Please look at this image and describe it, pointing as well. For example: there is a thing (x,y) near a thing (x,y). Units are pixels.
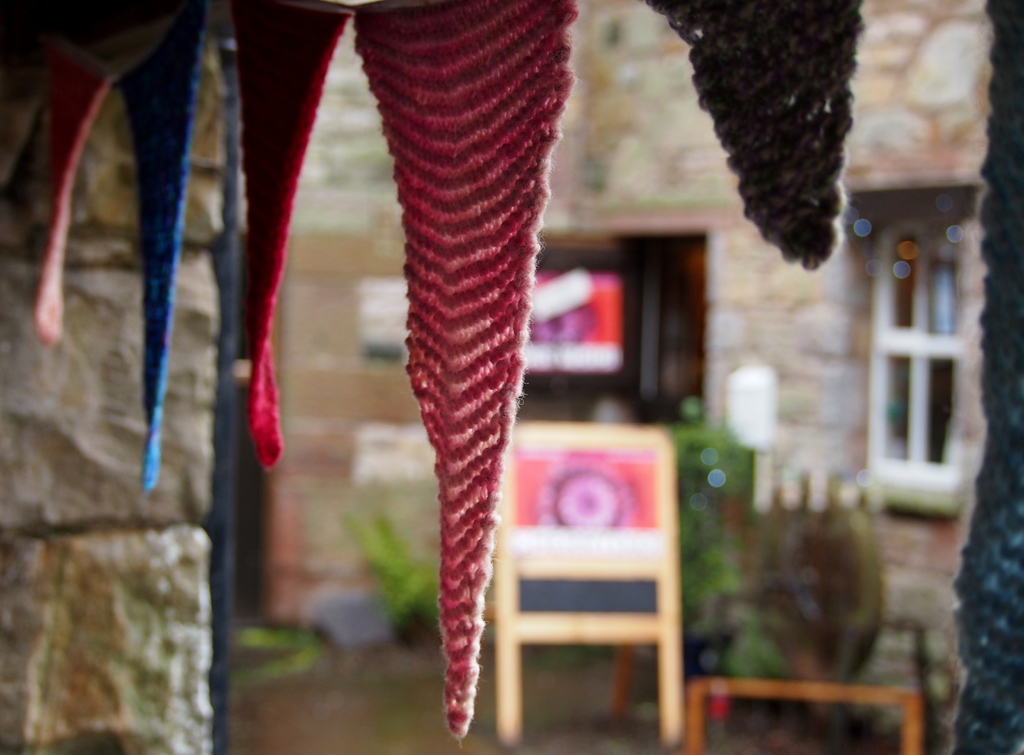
In this image I can see different colour of clothes (60,216) and in the background (738,642) I can see a window (953,365) and few plants (295,643). I can also see this image is little bit blurry from background (363,342).
